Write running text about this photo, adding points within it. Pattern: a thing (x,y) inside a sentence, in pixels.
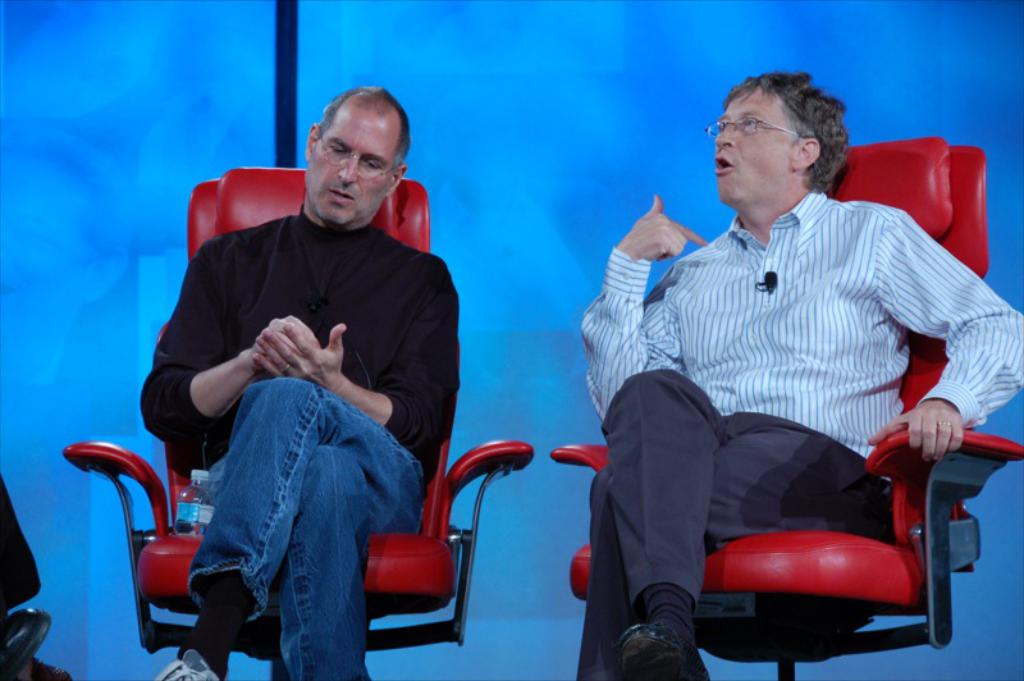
These two persons (753,492) are sitting on a red chair (264,212). Beside this person (321,509) there is a bottle (196,485). This man (656,439) is speaking, as there is a lip movement and hand movement.
